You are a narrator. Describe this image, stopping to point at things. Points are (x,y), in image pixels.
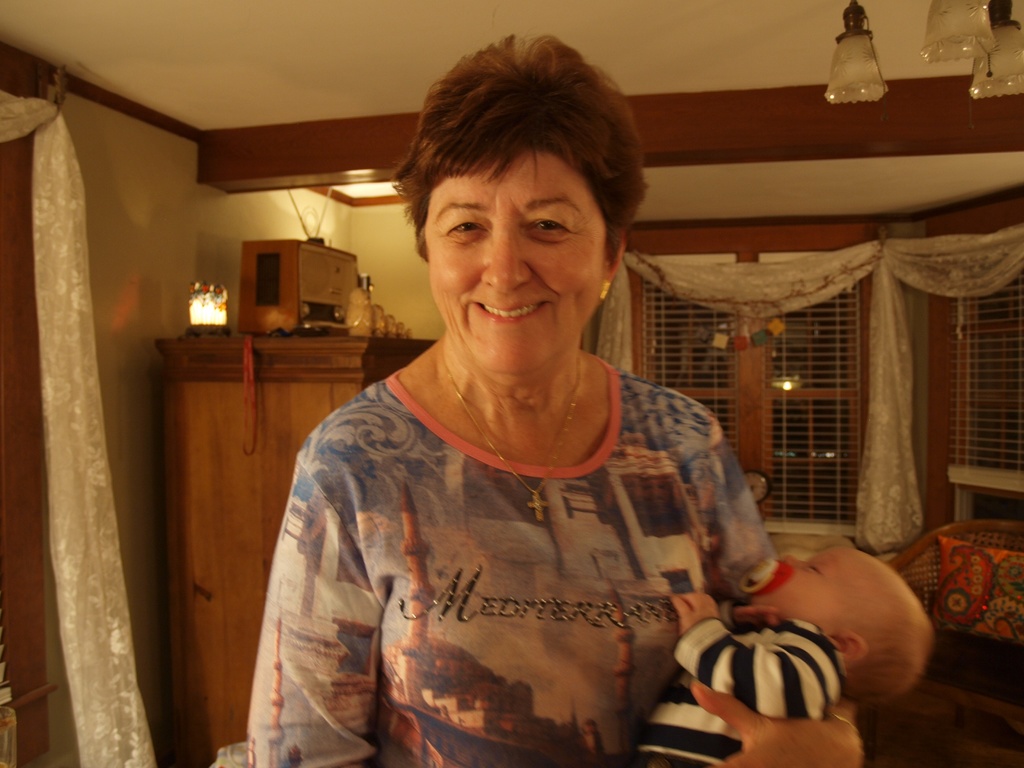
In front of the image there is a person (481,430) holding the baby (913,663) and she is smiling. Behind her there is a chair (968,642). On top of it there is a pillow (980,590). There are windows (819,354), curtains (894,355) and a few other objects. On the left side of the image (233,533) there is a wooden cupboard (264,428). On top of it there are some objects (288,305). There is a curtain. In the background of the image (363,221) there is a wall (210,218). On top of the image (1011,56) there is a chandelier (836,80) and there are lights (387,195).
